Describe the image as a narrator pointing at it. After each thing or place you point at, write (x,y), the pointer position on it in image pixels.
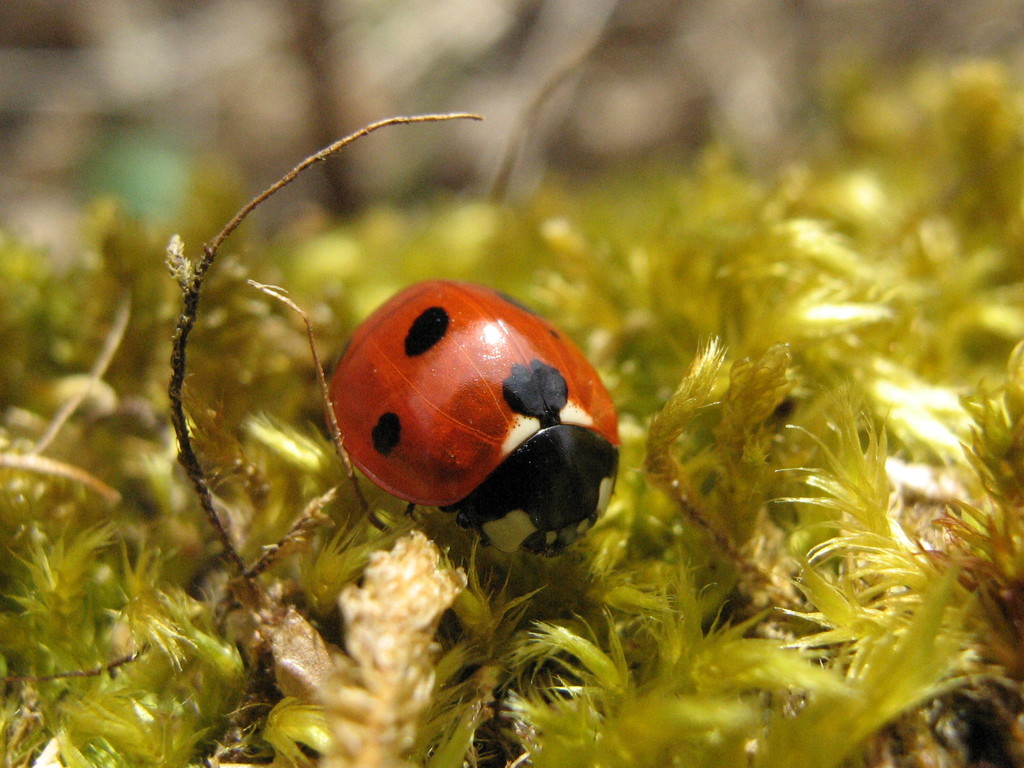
In this picture I can see there is an insect (515,431) in the middle (594,479) and there are green plants (15,584) in this image.
